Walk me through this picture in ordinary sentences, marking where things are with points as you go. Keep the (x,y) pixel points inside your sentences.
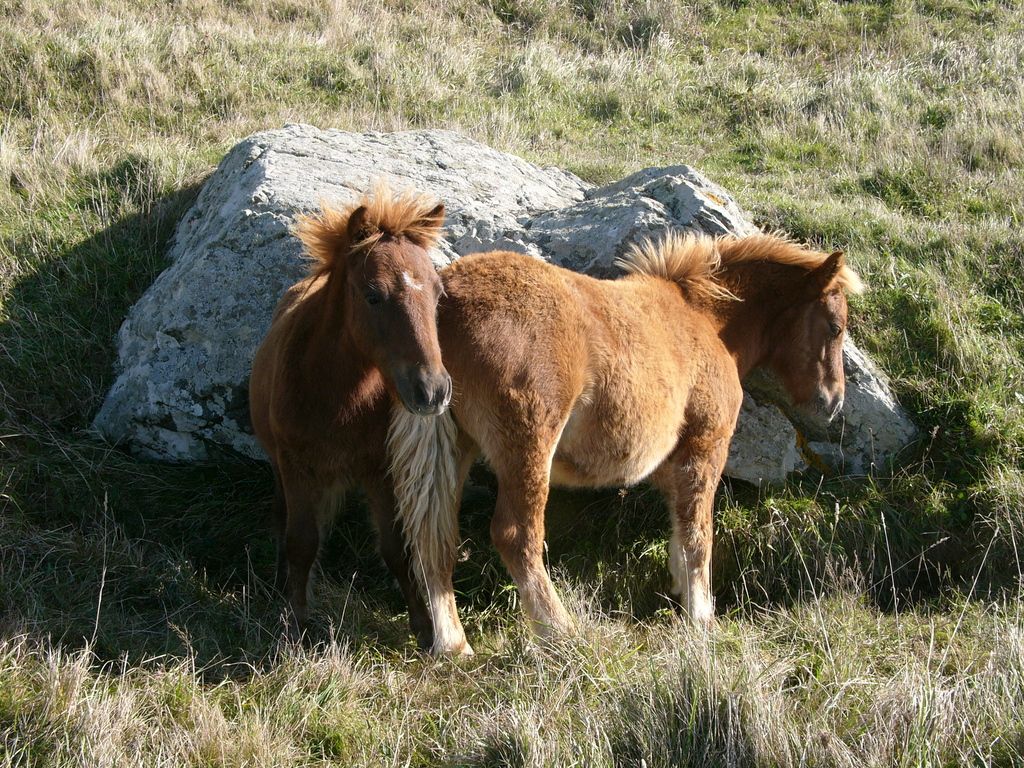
In this image there are two horses (520,428) on the grass (148,664) leaning on to a rock (272,299).
